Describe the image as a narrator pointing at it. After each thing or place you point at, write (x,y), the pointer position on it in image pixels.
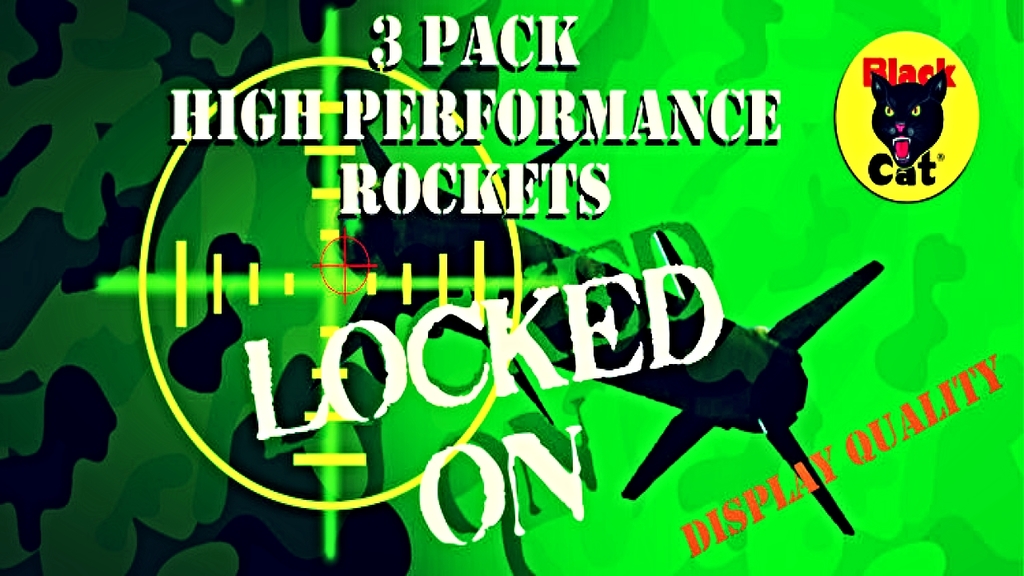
This image is a depiction. In this image we can see text (502,360) and cat face (907,130).
